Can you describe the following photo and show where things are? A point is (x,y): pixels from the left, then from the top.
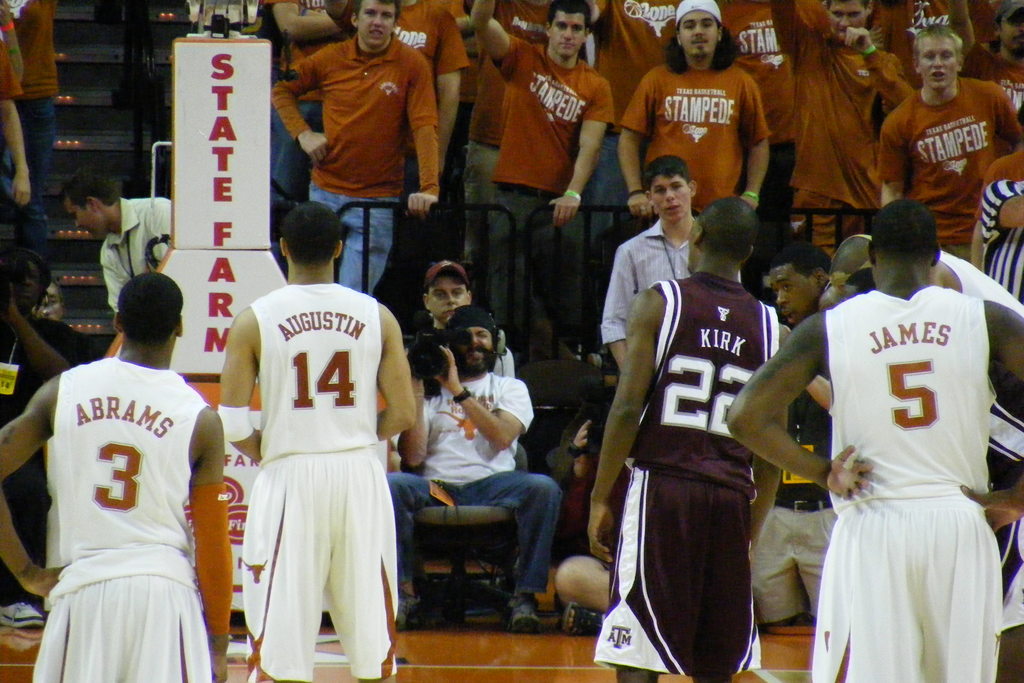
Here in the front (197,441) we can see some people (776,381) standing in a basketball court (411,632) and in front of them we can see some people (499,447) sitting and recording the game with their video cameras (444,355) and we can also see a hoarding (182,198) in the middle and we can also see people (557,165) standing in the stands (71,108) over there and we can see railing (807,220) present here and there.
